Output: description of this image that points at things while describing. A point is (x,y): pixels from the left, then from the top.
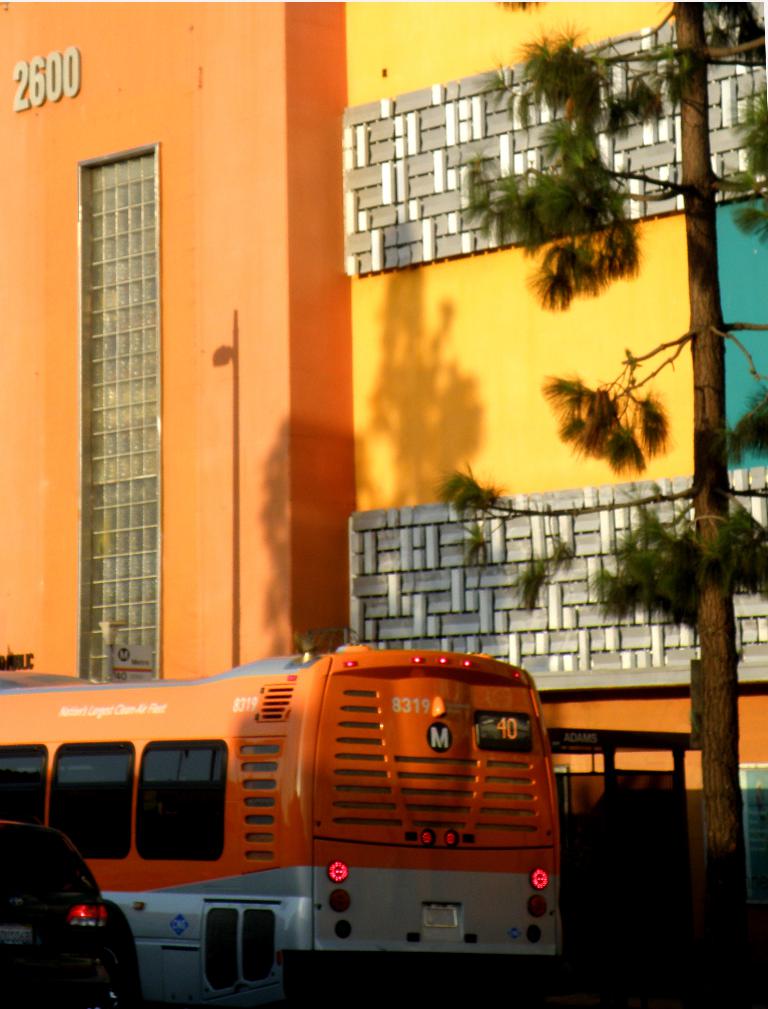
In this image there is a car (48,899) on the left side (36,936) bottom. In the middle (354,648) there is a vehicle (319,844). On the right side (715,412) there is a tall tree (699,398) to which there are leaves (558,204). At the top (203,198) there is a building (266,328). On the left side (22,84) top there is a number (34,86) on the wall (164,55).
